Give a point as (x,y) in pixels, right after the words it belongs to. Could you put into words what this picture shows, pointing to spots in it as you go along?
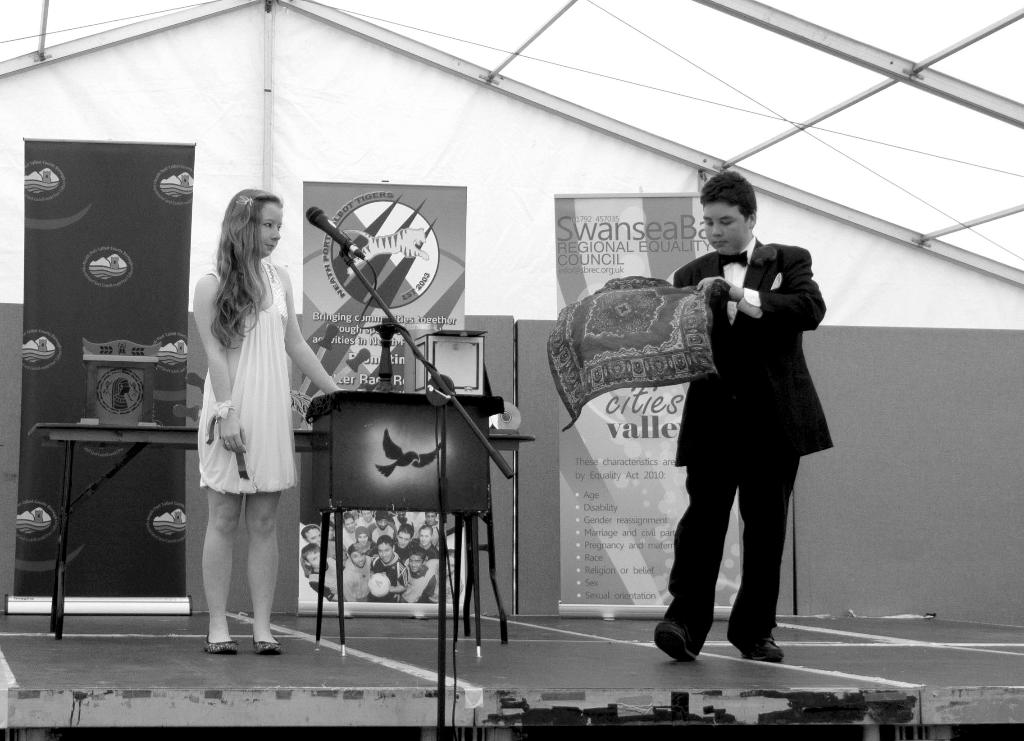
On the left side (275,417), there is a girl (252,307) in a white color dress (273,360), standing in front of a mic (344,239) which is attached to a stand (438,574). Beside her, there is a table (335,434), and a stool (425,424), on which there is a box (470,379). On the right side (784,450), there is a person (778,409) in a suit (759,389), holding a cloth (604,289). In the background (81,312), there are three posters (313,228) and there is a white color roof (578,54).
